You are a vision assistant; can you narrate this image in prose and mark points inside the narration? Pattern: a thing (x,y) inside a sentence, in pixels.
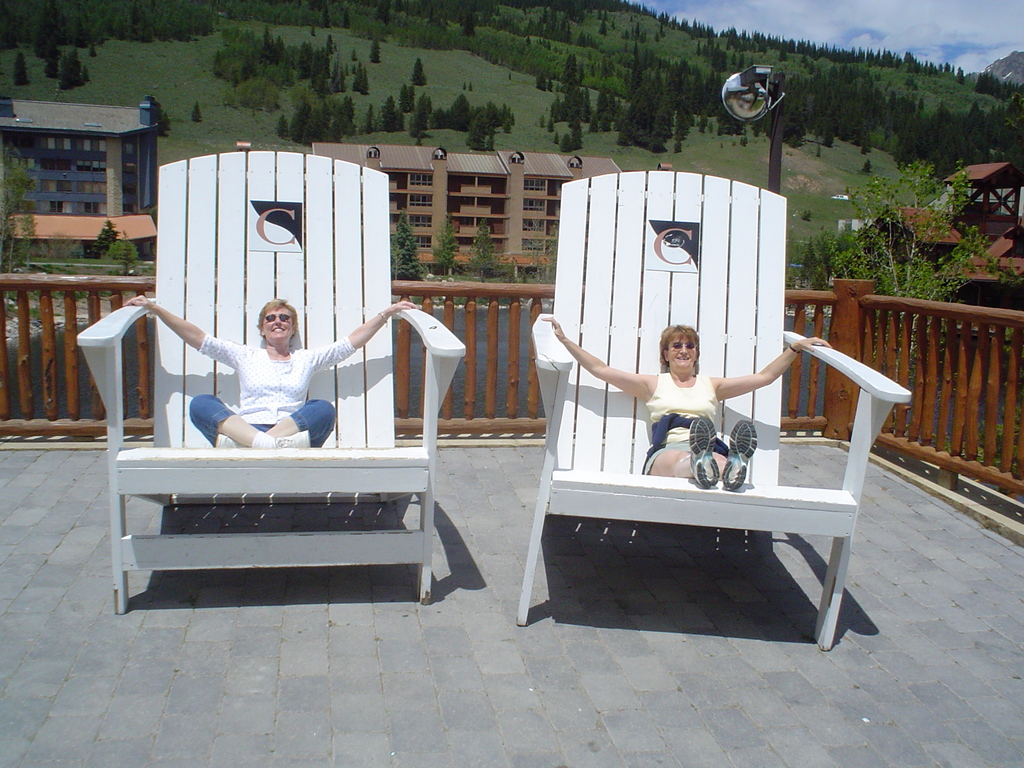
There are two women (293,422) sitting on the chair (249,455) and the chair (246,456) looks very big. Behind them there is a fence (904,352), buildings (461,209), trees (827,142), plants (867,229), grass (764,150), pole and a cloudy sky (828,21).
